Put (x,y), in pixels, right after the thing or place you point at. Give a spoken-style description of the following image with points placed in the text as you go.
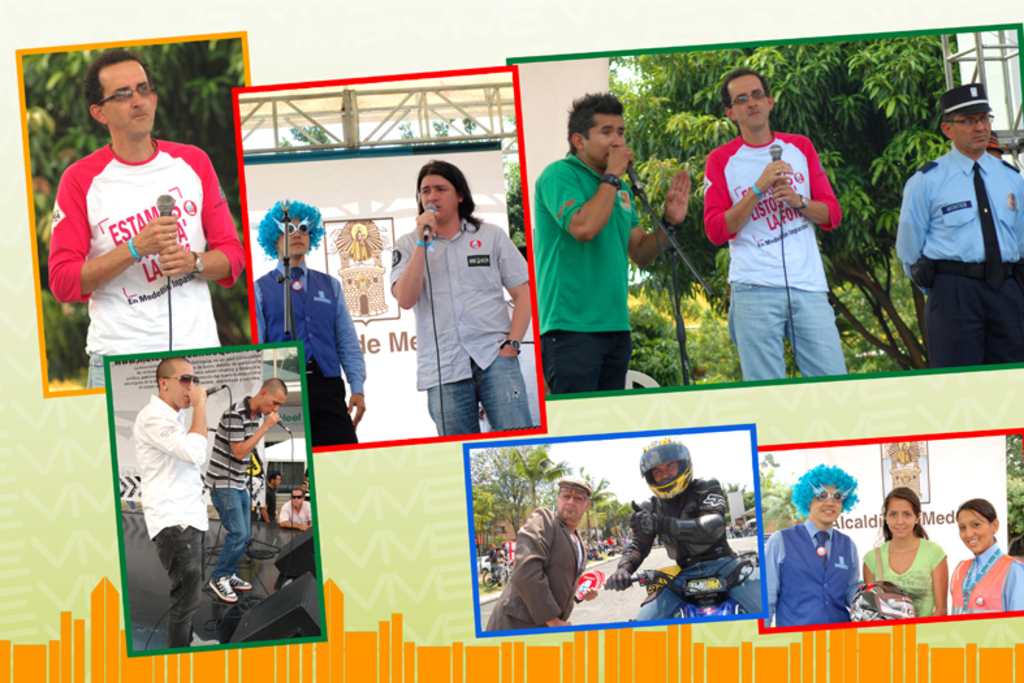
This picture shows a collage of few pictures and we see some of the people (467,316) in the pictures holding microphones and singing and we see trees (157,118) and a man (679,556) riding a motorcycle (716,597) and he wore a helmet (687,479) on his head (669,465) and few (561,560) are standing.
